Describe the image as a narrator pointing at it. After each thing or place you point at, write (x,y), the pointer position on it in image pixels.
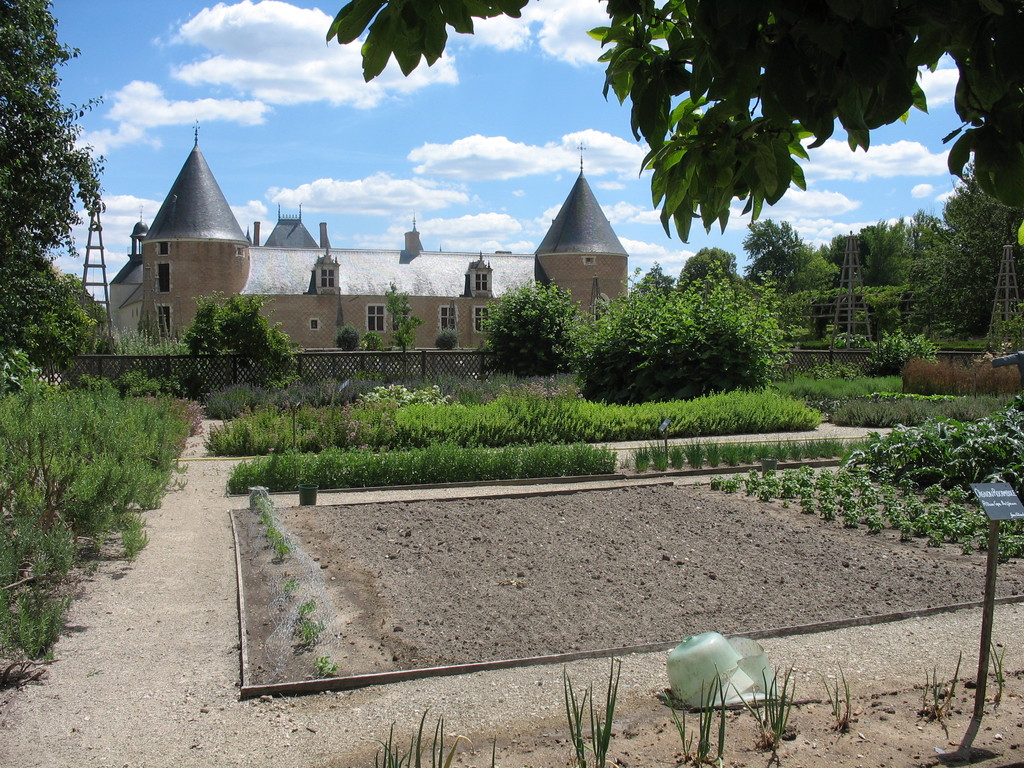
In this picture, there is a castle (293,311) towards the top left (181,250). In the center (635,413), there are plants (511,418), field (557,509) etc. The entire picture is covered with the trees (404,307) and plants (735,307). On the top (429,155), there is a sky (460,174) with clouds (469,174).
